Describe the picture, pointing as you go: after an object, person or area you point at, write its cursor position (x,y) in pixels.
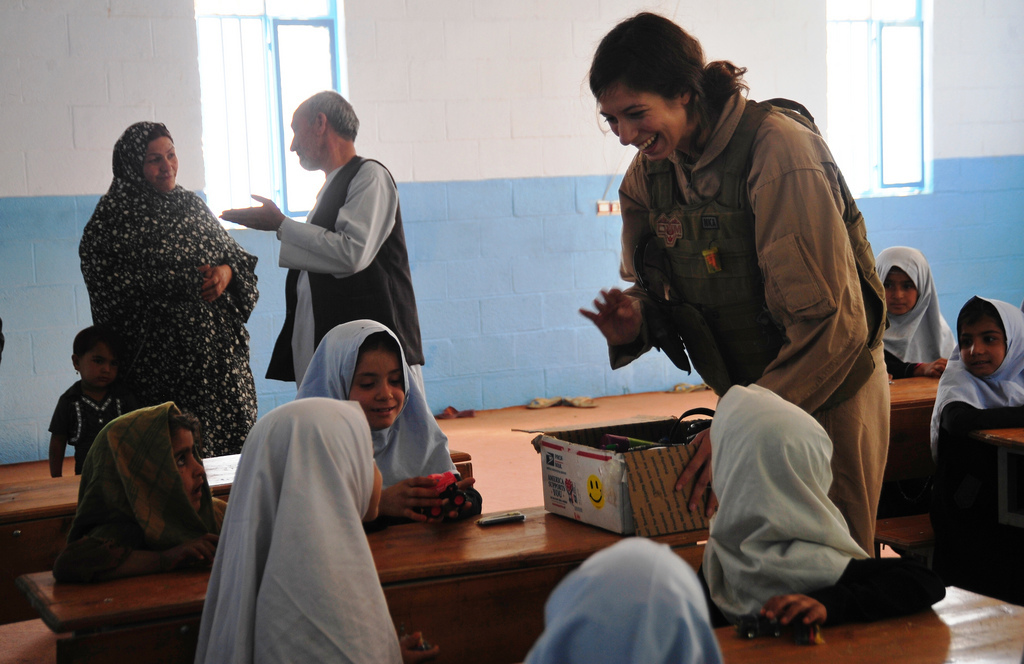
In this image there are four persons (706,304) standing, group of people (151,477) sitting on the benches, there are tables (548,540), a cardboard box (580,515) and an object (436,488) on the table (415,525), and in the background (569,225) there are windows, wall (604,185).
